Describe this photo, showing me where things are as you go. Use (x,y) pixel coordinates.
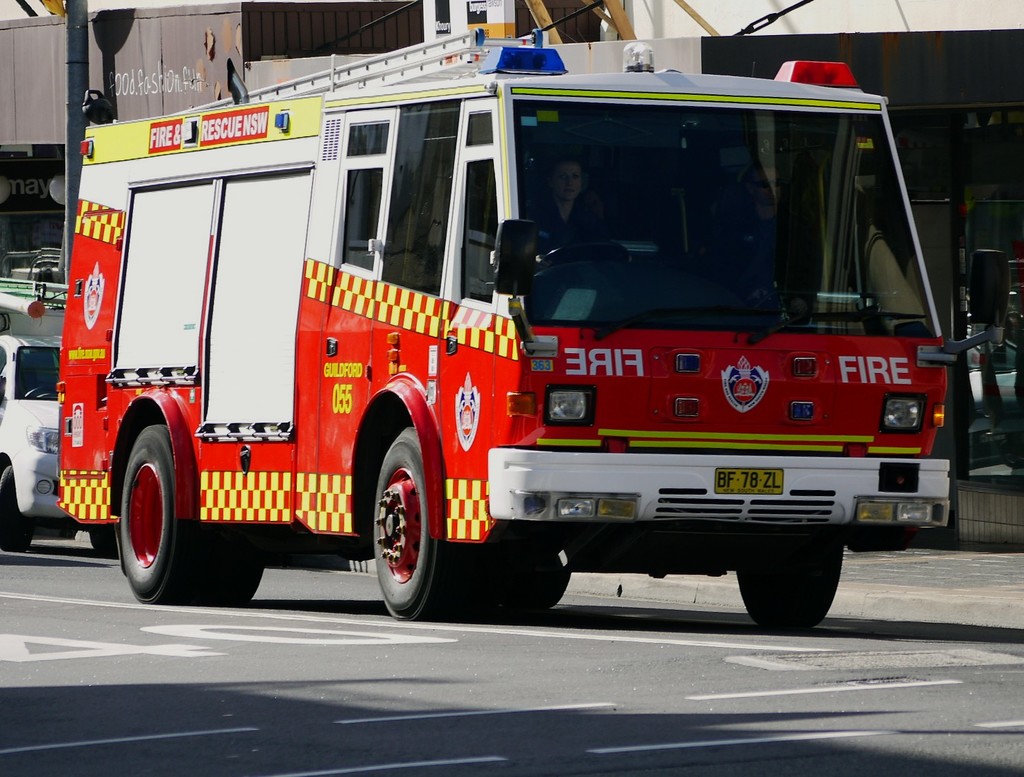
In this picture there is a fire vehicle (404,284) in the center of the image (482,344) and there is another vehicle (25,426) and a pole (71,9) in the background area of the image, it seems to be there is a container (311,37) at the top side of the image (695,48).
